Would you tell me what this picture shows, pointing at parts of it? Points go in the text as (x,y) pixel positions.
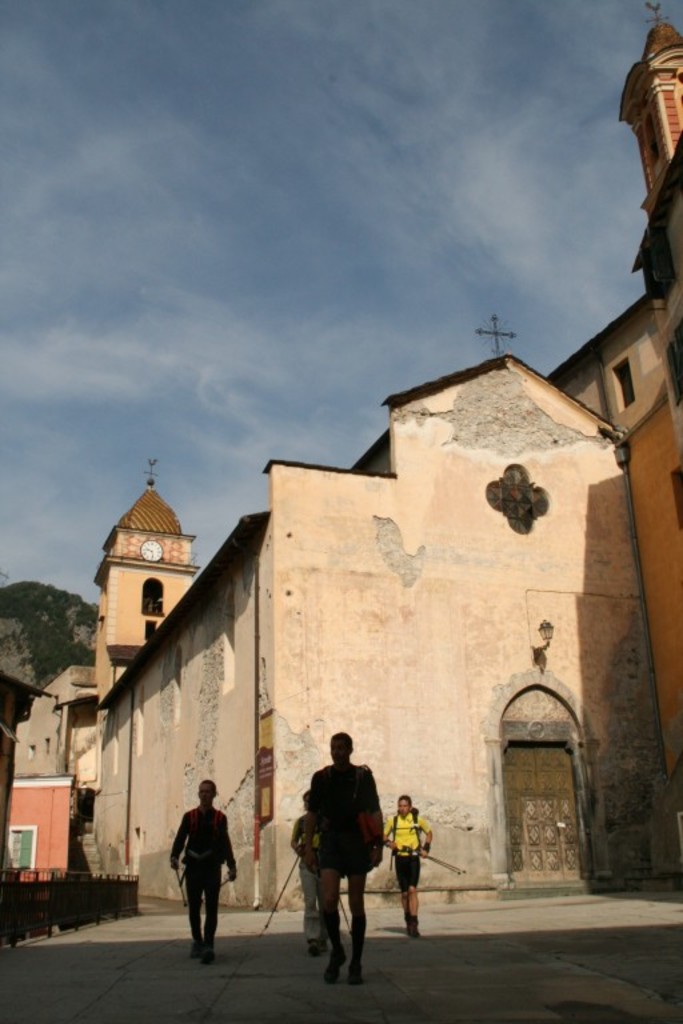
This picture is clicked outside. In the foreground (344,823) we can see the group of persons (326,903) walking on the ground (429,1010). In the center (318,648) we can see the buildings (204,612) and a clock (144,549) hanging on the wall (147,577) of a spire (144,510). In the background (221,445) we can see the sky (246,203) and an object (35,608) seems to be the hill (56,639).
